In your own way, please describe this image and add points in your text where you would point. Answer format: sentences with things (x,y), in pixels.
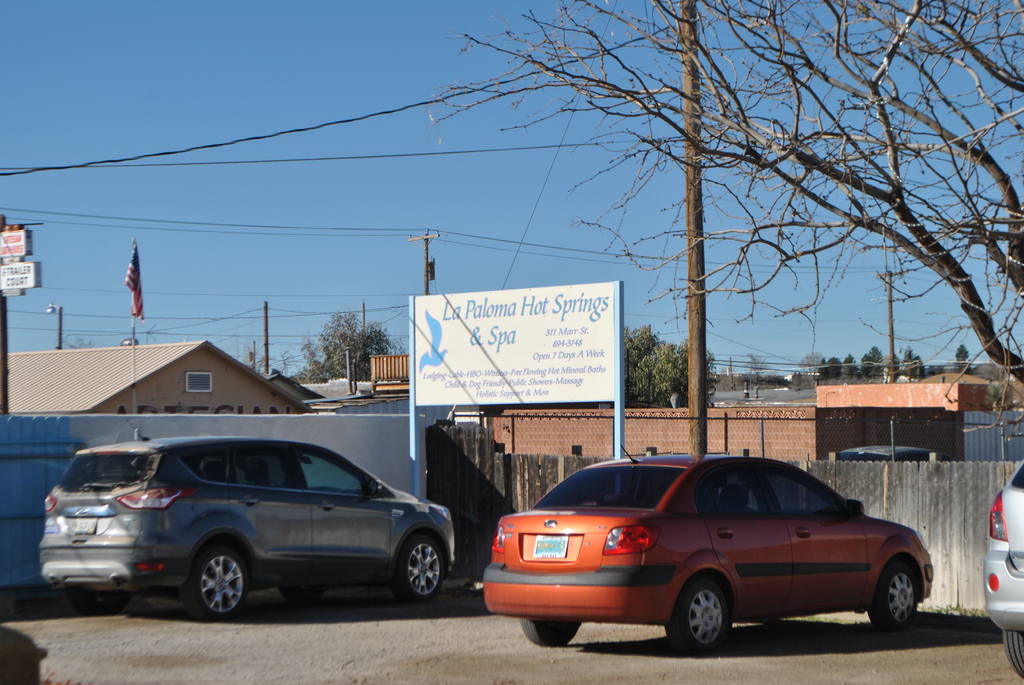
This picture is taken from outside of the city (835,362) and it is sunny. In this image, on the right side (984,576), we can see one edge of a car (1018,498). On the right side (787,592), we can also see another car (783,611) which is in red color is placed on the road (734,666). In the middle of the image (590,314), we can see a board (606,355), on the board (571,367), we can see some text (533,368) written on it. On the left side (195,471), we can also see another car (384,537) which is placed on the road (119,627). On the left side (28,534), we can also see a wall (398,439). In the background (931,486), we can see a wood grill (961,490), building (957,397), houses (245,385), electric pole (267,315), electric wires (119,292), buildings (263,379), flag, trees (956,183). At the top (348,170), we can see a sky (222,176), at the bottom (517,652), we can see a road (753,684) with some stones (376,663). In the left corner (2,678), we can also see an object (14,684).
